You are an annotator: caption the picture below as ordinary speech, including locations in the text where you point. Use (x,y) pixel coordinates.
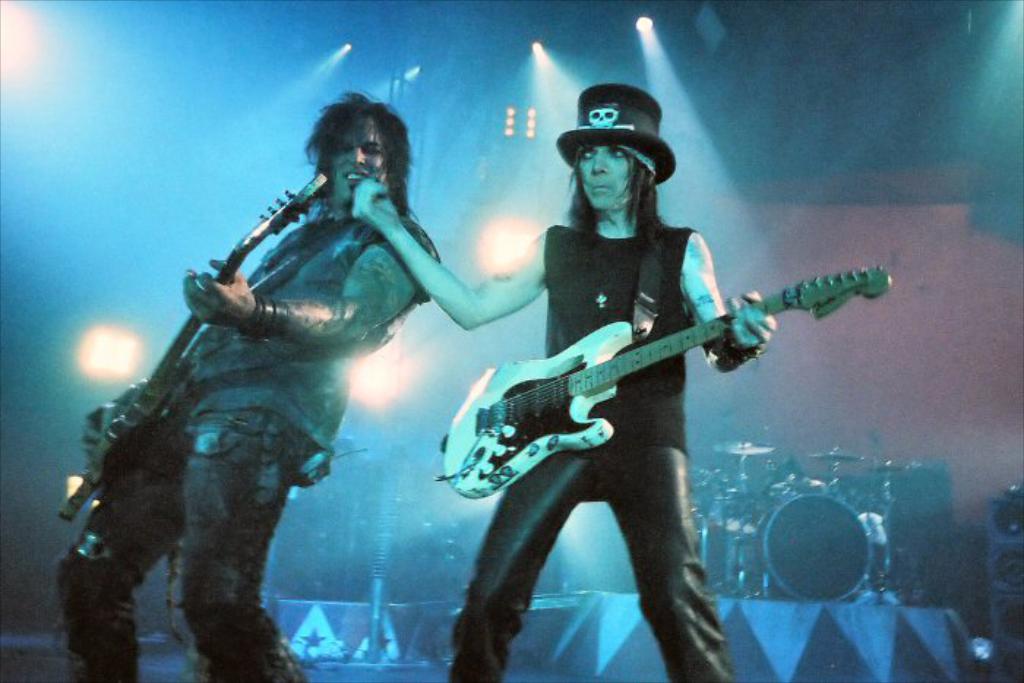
In this image i can see a man (611,263) and a man (434,288) standing holding a guitar (509,395) at the back ground (723,520) i can see few other musical instruments (879,524) and a wall (809,250) and a light (642,32).
